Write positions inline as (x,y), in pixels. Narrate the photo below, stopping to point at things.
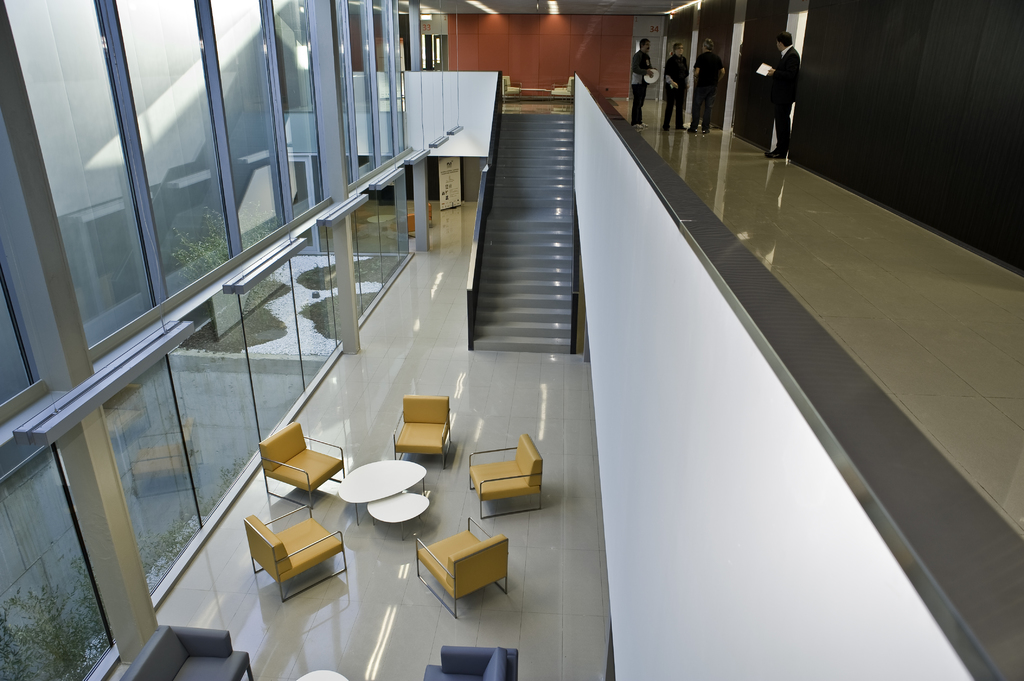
In this image we can see inside of a building (485,514). There are many chairs (470,482) and few tables (403,492) at the left side of the image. There are staircases (516,297) in the image. There are many lights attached to the roof (485,4). We can see few people (703,82) holding some objects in their hands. There is a plant (201,242) at the left side of the image (196,257). There is a reflection (182,449) of chairs (157,453) and tables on the glasses (217,247) of the building (177,430).
